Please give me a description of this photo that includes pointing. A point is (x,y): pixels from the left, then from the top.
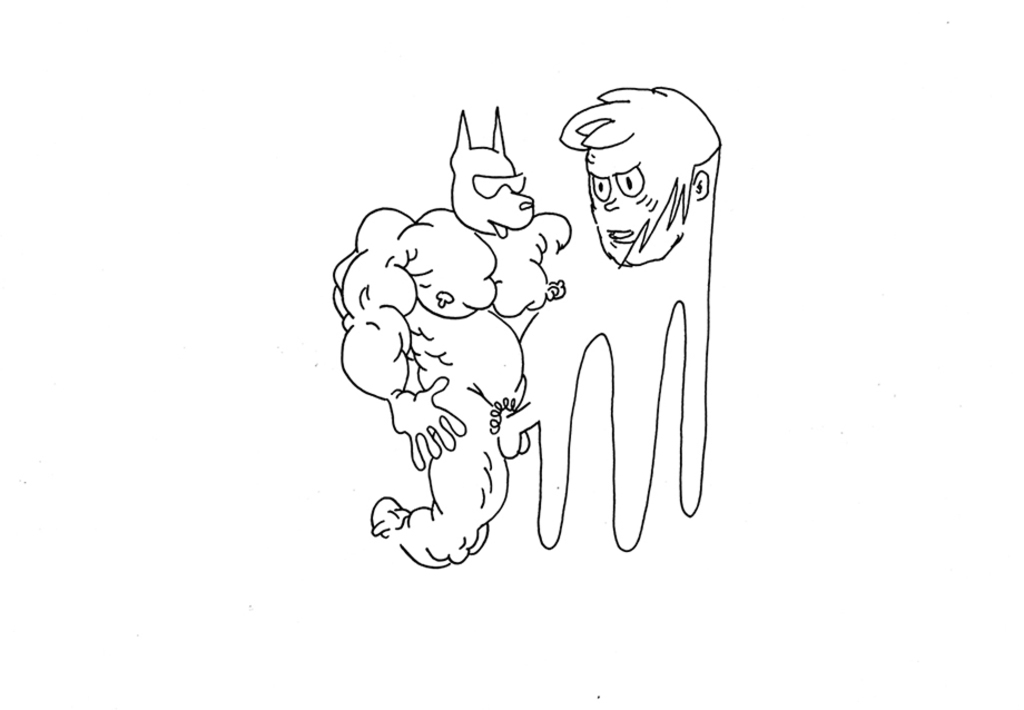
This is a sketch painting, in this painting we can see persons (655,439).
